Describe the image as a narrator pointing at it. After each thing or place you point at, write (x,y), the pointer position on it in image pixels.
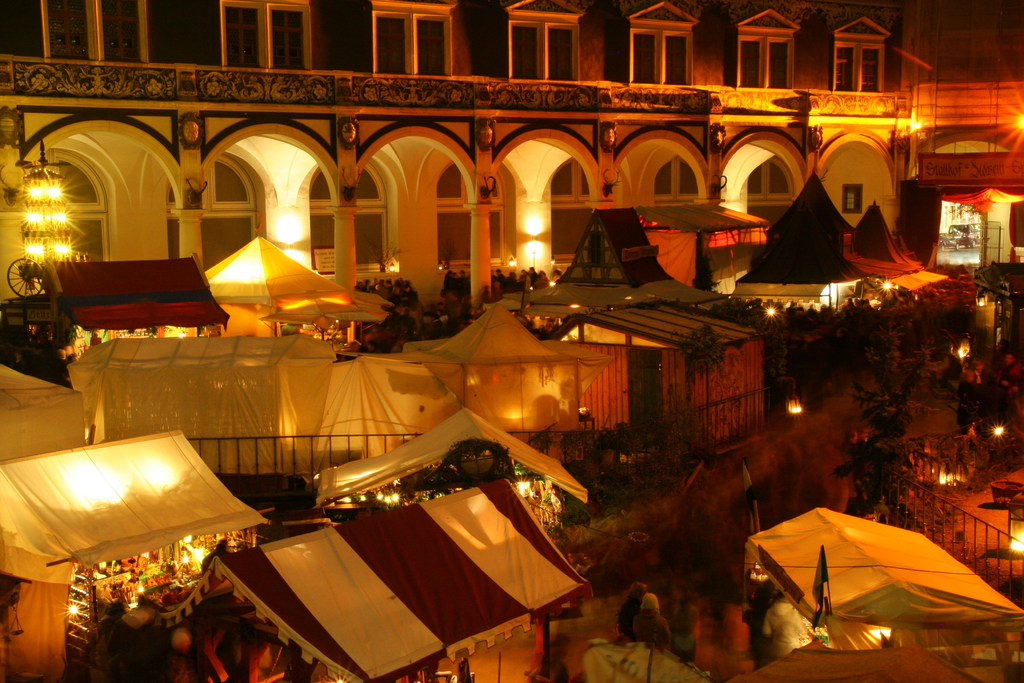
In this picture we can see canopy tents (372,429) in the ground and some lights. Behind we can see arch design pillars building (557,146) with glass windows (661,78).
